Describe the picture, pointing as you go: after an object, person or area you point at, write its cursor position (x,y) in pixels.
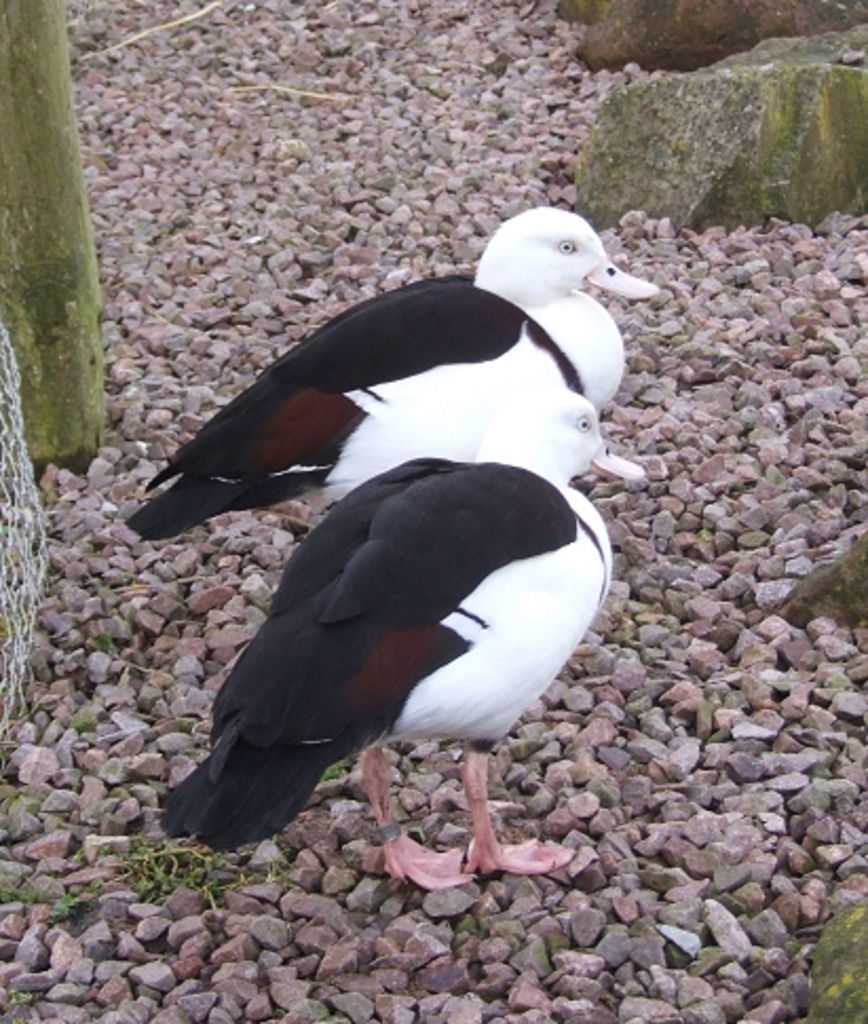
The picture consists of gravel stones (500,744), bird's (512,339), net (4,510), trunk (29,180) and rocks (793,199).
